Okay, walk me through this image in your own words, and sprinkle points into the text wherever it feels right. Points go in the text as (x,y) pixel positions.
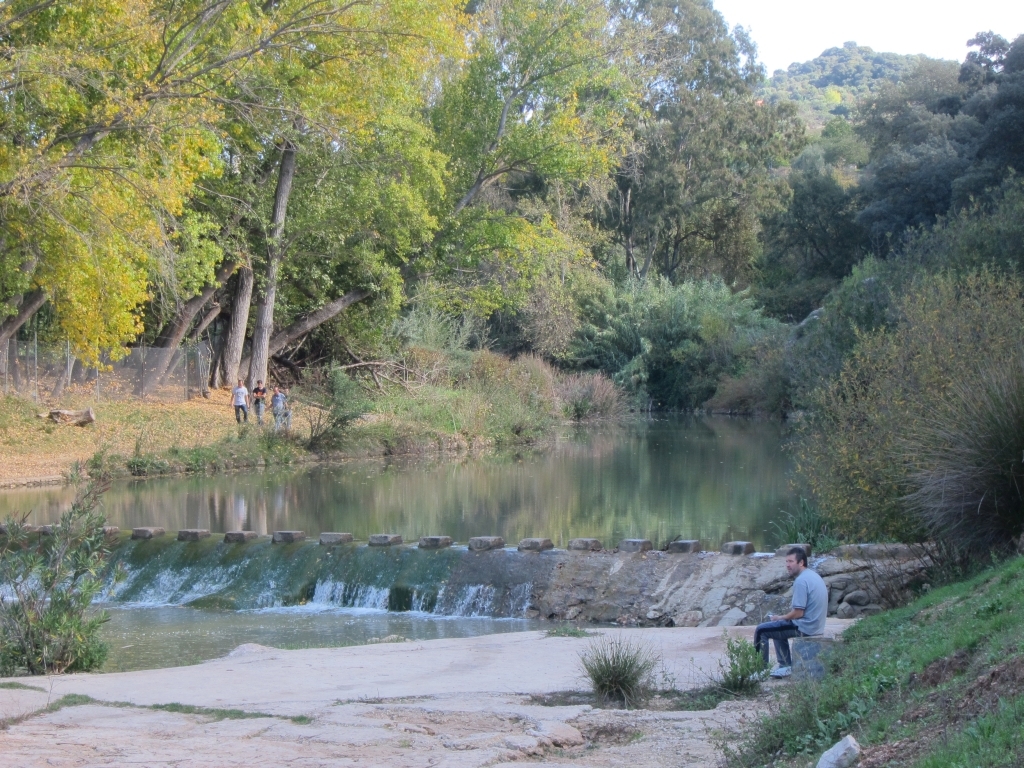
In this image in the front (939,724) there is grass (918,727) on the ground (295,697) and there is a person (780,656) sitting and there are plants (58,611). In the background (691,514) there are trees (466,200) and there is water (683,469) and there are persons (285,397) walking.
